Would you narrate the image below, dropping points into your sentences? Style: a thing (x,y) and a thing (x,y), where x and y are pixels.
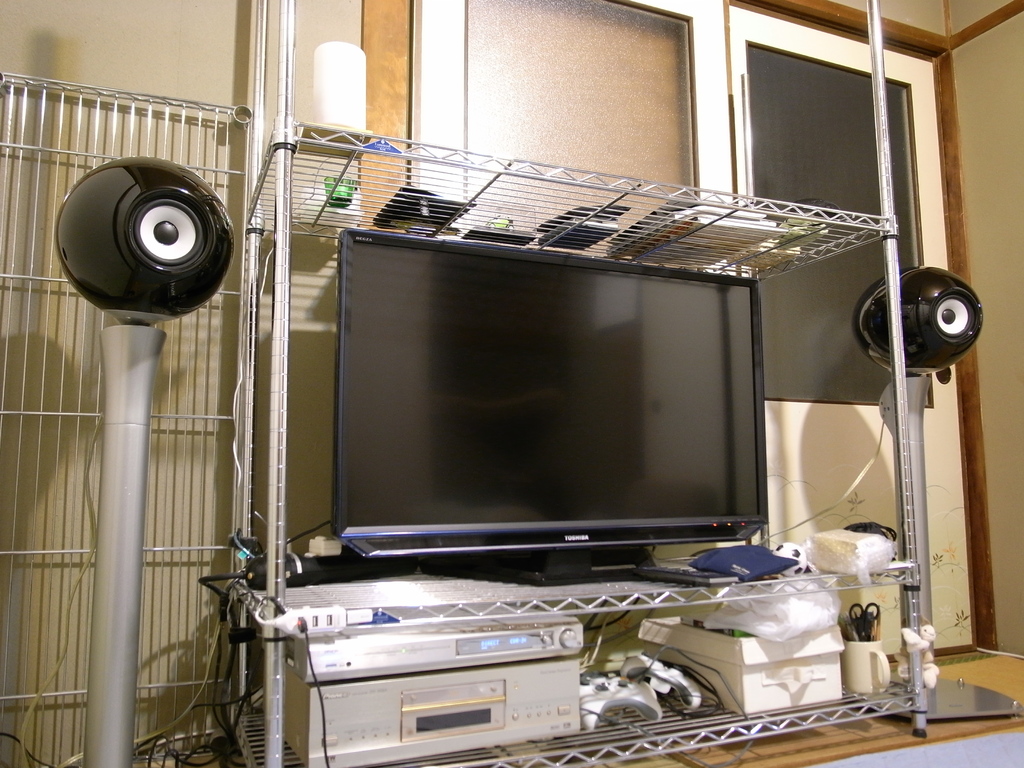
This image consists of a TV (541,544) along with speakers (200,195). At the bottom (500,669), there is a CD player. These all are kept in a stand (644,186). On the right (828,111), we can see a door (862,153). At the bottom (803,743), there is a floor (745,757).
